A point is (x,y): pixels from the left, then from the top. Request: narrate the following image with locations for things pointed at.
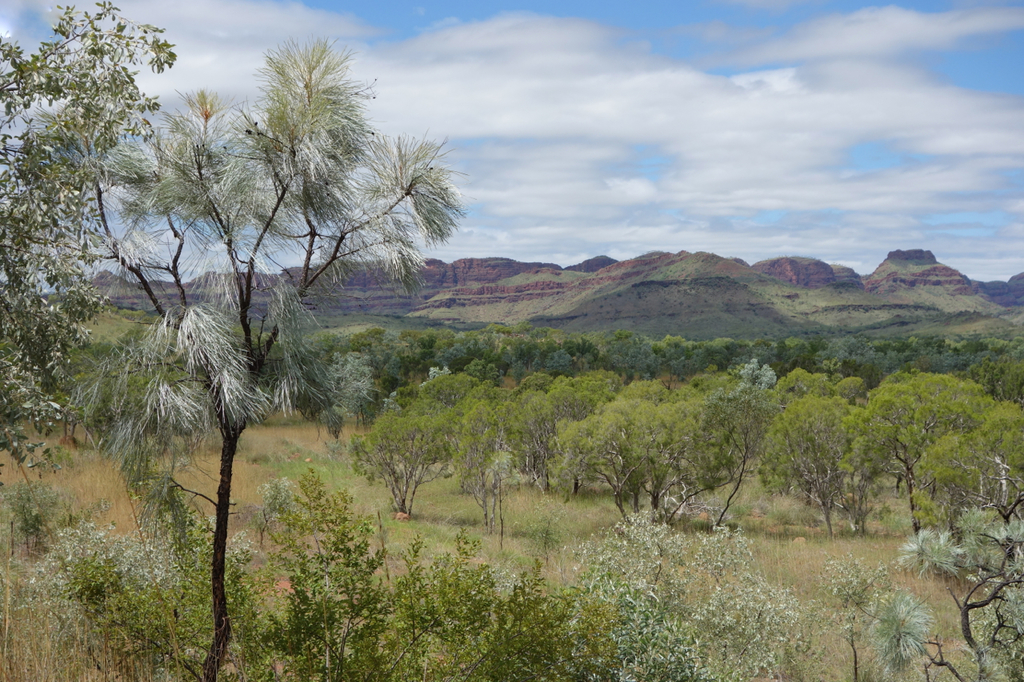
In the image we can see a group of trees (566,451), grass (447,500). In the background (1003,298), we can see mountains (826,287) and the cloudy sky (473,139).
